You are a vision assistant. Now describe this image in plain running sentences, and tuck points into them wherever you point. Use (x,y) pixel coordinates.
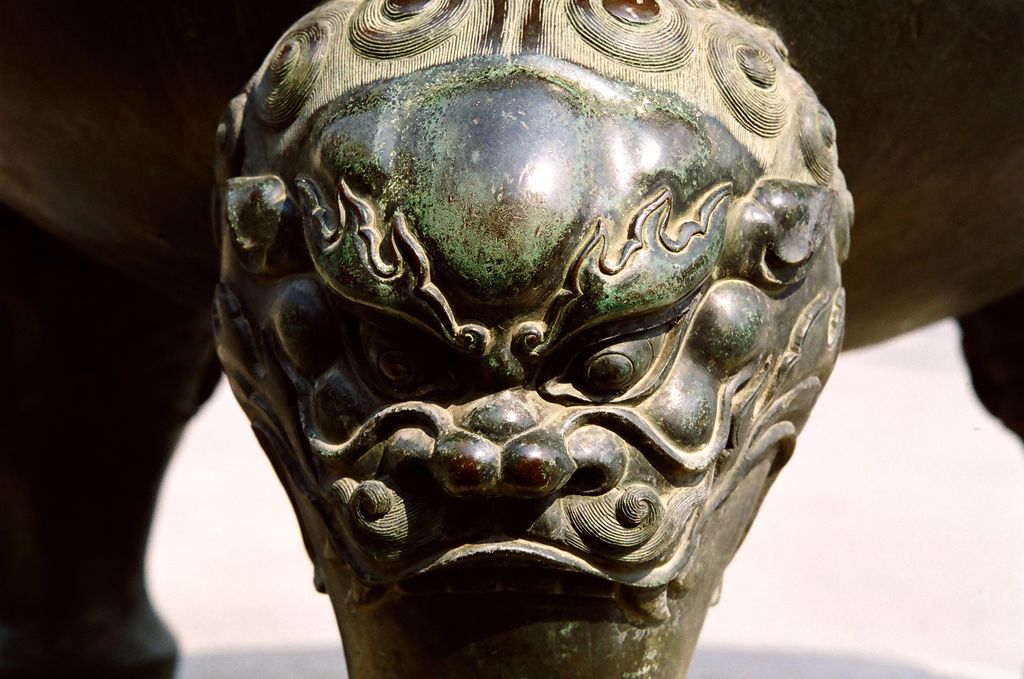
In this image I can see a sculpture (610,643).
